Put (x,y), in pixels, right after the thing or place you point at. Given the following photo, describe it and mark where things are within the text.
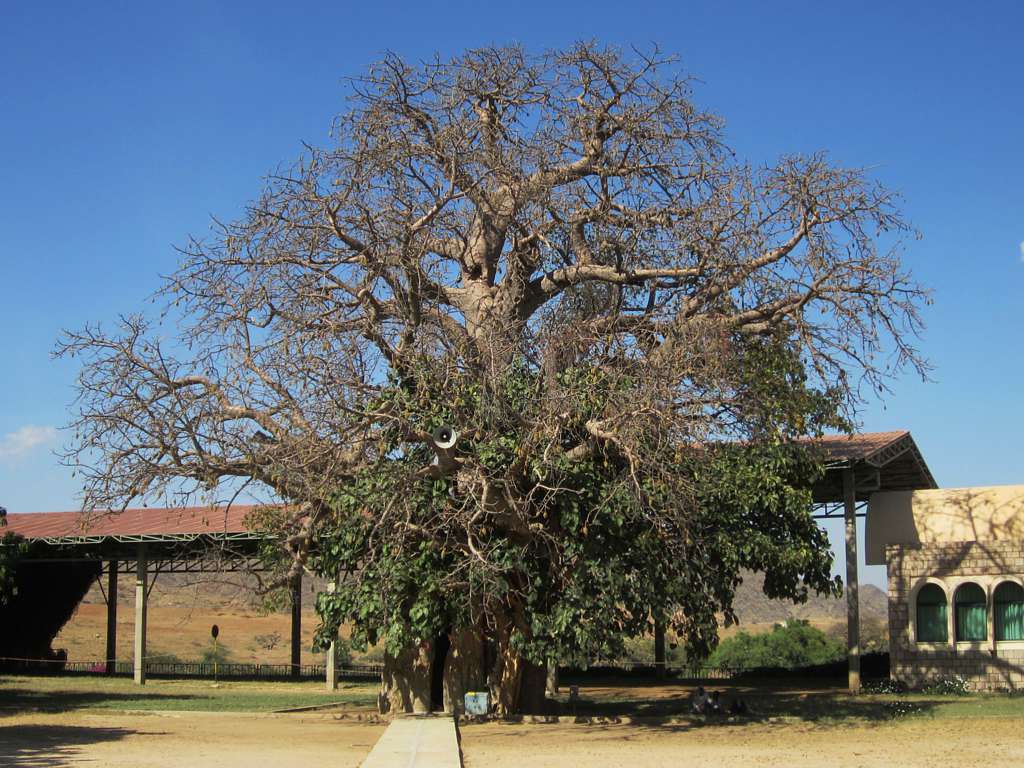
This is the picture of a place where we have a shed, house (972,627) which has three windows (1011,605) and a tree (423,506) on the floor (328,727).
